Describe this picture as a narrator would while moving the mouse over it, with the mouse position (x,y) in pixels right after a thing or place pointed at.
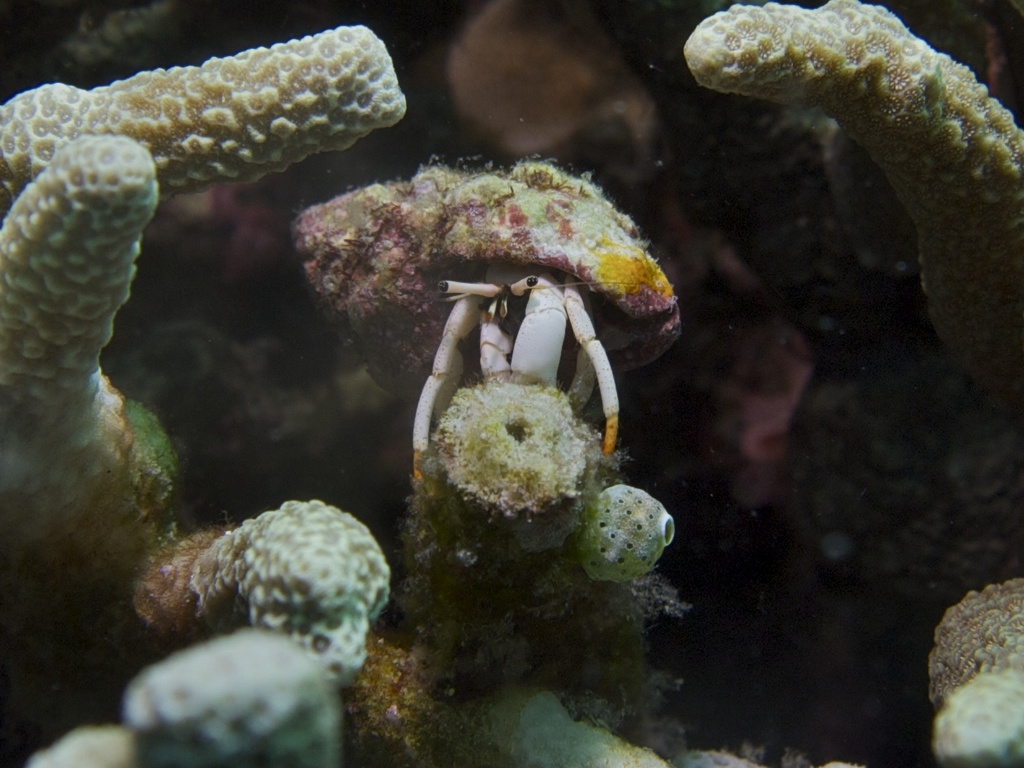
In this image there is a sea creature (502,337) in the seabed (224,220) around some objects (722,34).
